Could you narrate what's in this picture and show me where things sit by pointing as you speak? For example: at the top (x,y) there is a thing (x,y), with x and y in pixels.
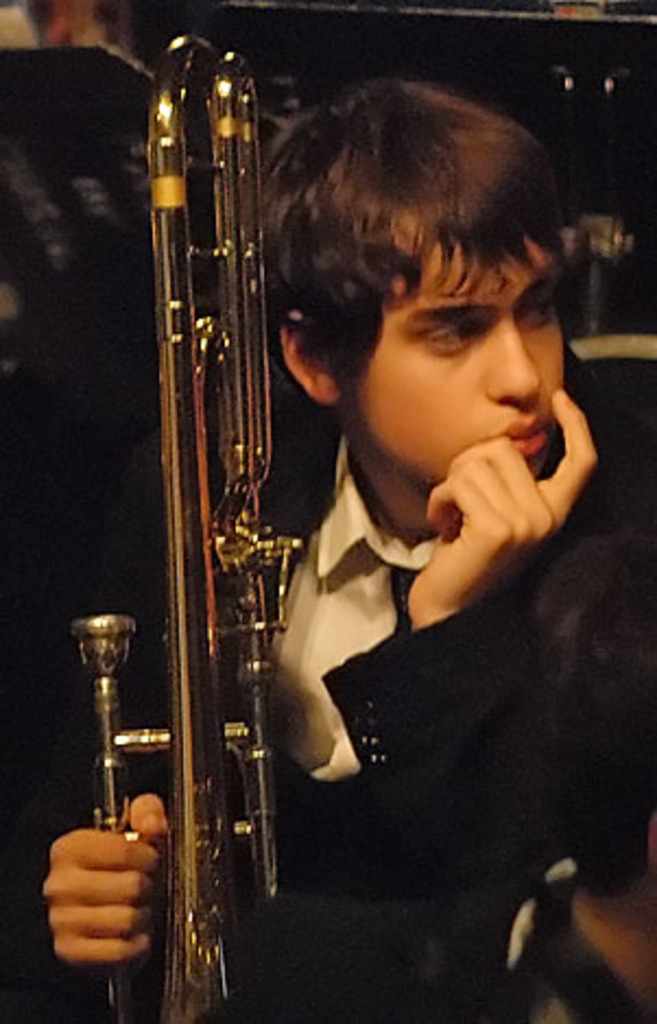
In this image, we can see a boy (487,567) sitting and holding a musical instrument (164,155).
